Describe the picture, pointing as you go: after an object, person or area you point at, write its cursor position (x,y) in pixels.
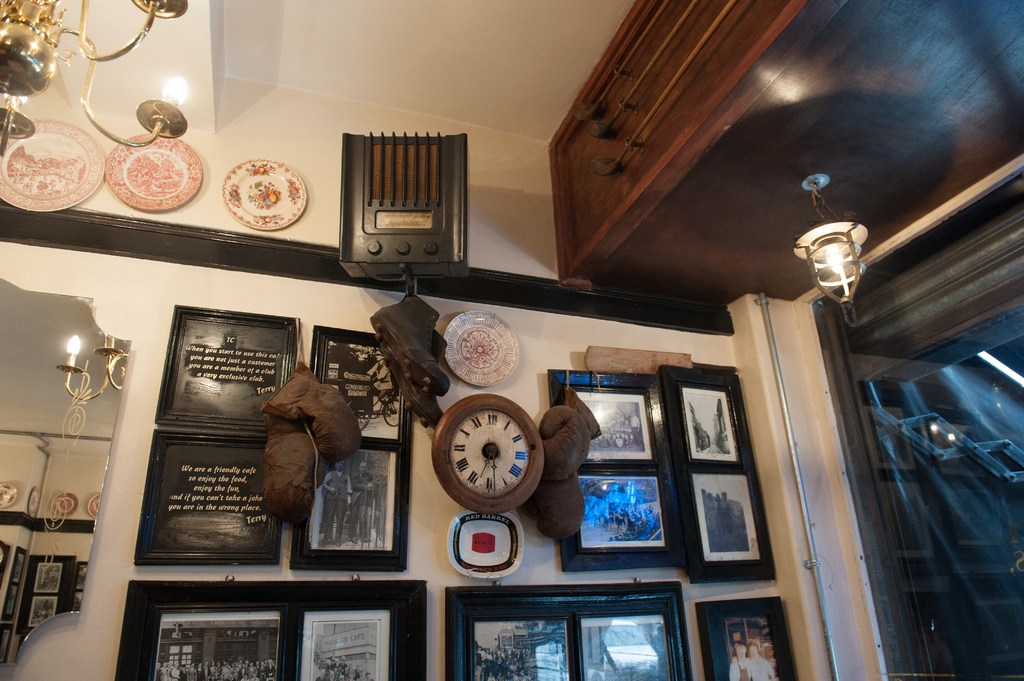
In the image we can see the internal view of the room (467,417). Here we can see frames (566,555) and clock (467,488) stick to the wall (437,519). Here we can see chandelier (92,64), glass wall (922,467) and wooden furniture (725,144).
